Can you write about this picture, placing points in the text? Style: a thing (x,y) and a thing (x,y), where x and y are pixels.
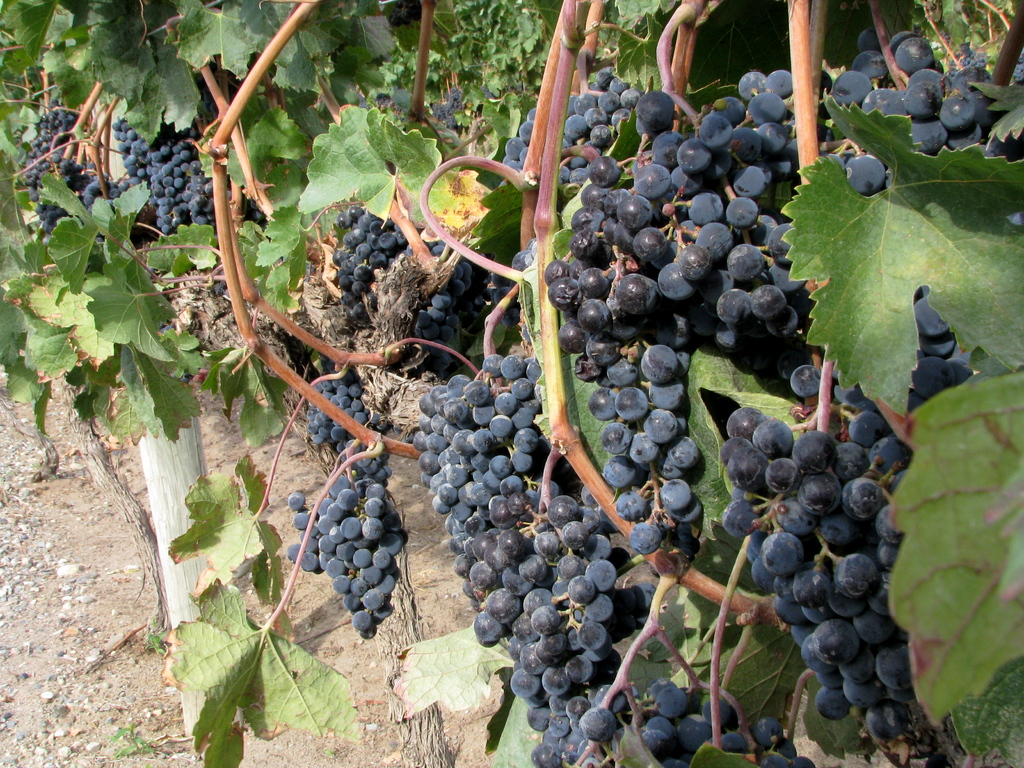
In this image, we can see some grapes (479,556) on the plants (93,423). We can see the ground (79,464). We can also see some stones (9,726) and wood (79,431).
